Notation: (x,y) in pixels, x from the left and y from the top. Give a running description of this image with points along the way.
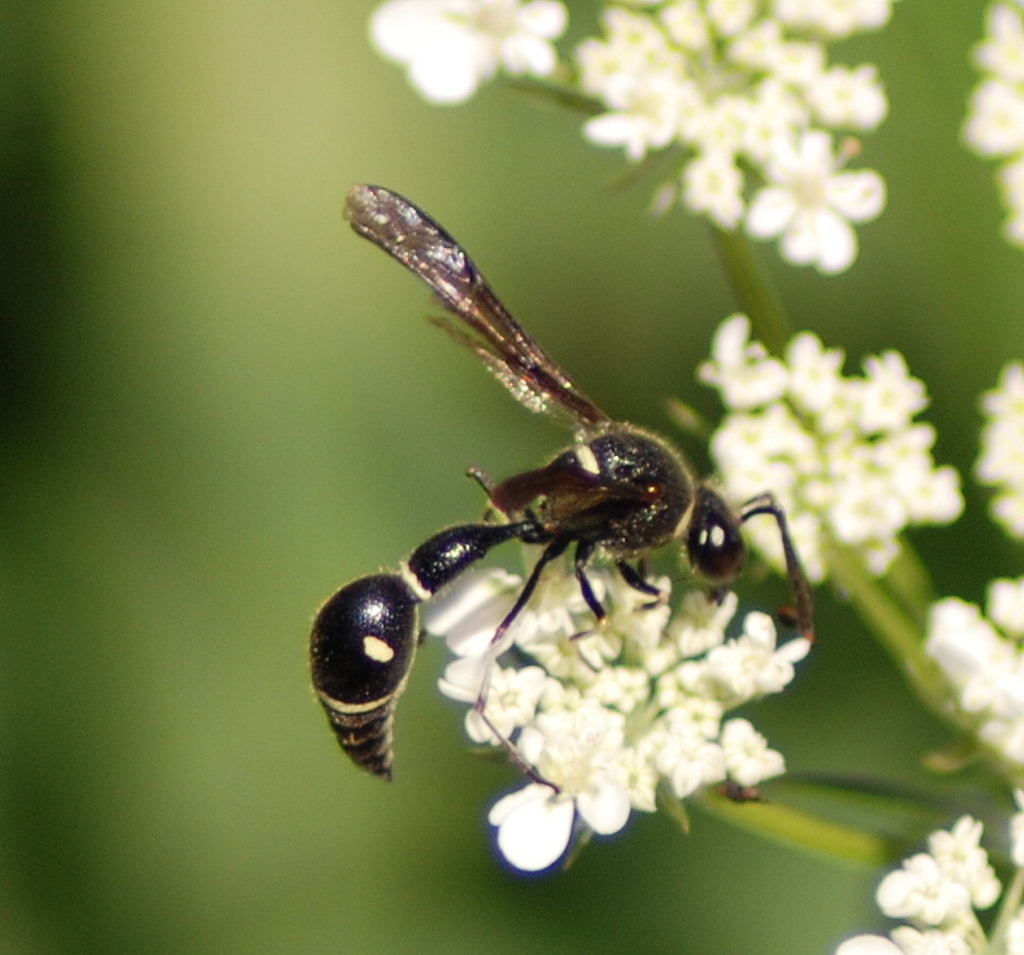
In the image we can see there is an insect (592,503) sitting on the flower (681,659).
